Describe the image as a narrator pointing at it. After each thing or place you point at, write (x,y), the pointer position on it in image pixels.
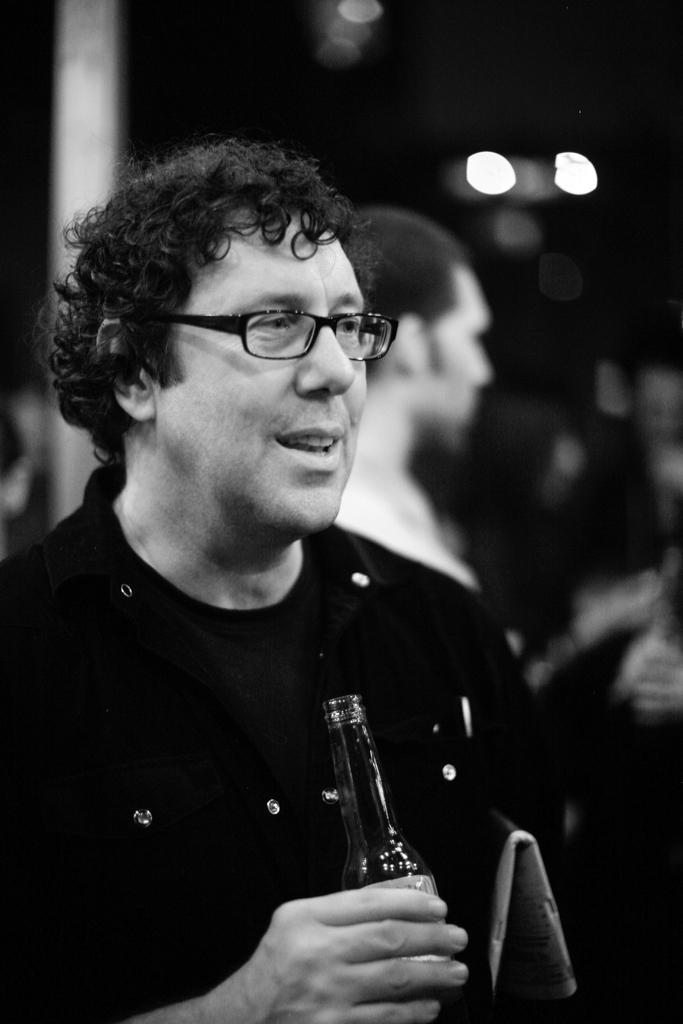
In the image we can see there is a man (256,617) who is standing and holding a glass bottle (362,790) in his hand (374,949) and the image is in black and white colour.
